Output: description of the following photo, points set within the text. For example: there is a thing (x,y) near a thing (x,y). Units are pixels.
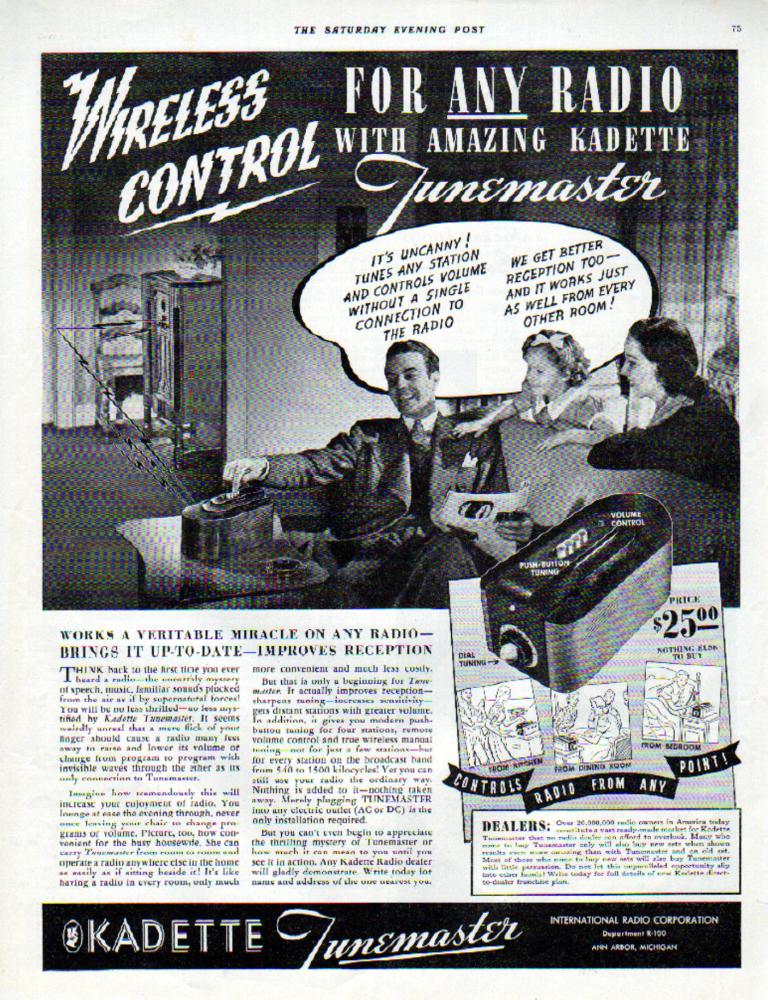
In this image we can see a poster (472,136) with text (398,299) and images (535,532).
